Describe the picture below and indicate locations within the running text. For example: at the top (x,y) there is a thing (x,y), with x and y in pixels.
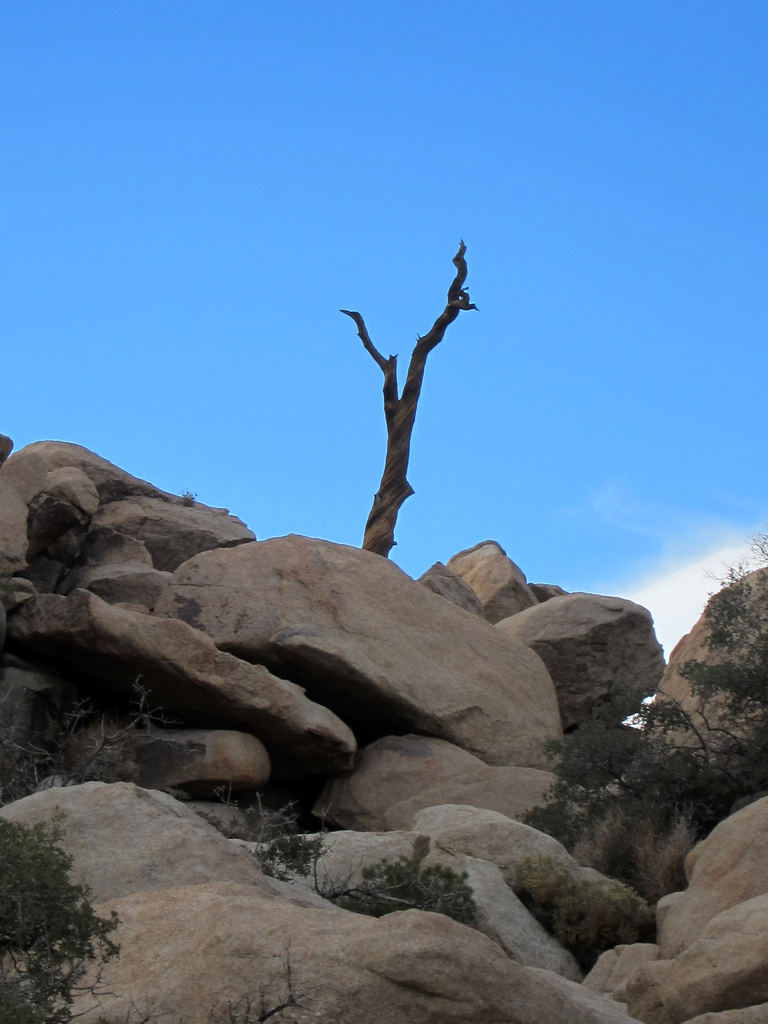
In the middle of the image (293,551) we can see some rocks (43,583) and trees (396,502). At the top of the image (709,59) there are some clouds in the sky (156,229).
